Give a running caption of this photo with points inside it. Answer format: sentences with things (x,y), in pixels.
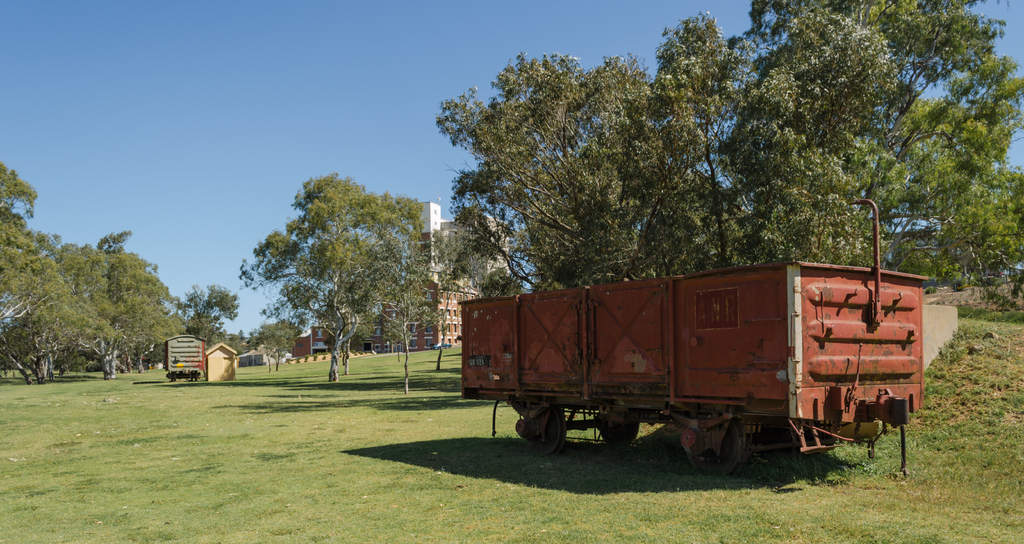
In this image we can see a grassy land (42,519). There is a building (453,308) and two houses (231,367) in the image. There are two train containers (720,360) and many trees (375,232) in the image. There is a clear and blue sky (341,107) in the image.
